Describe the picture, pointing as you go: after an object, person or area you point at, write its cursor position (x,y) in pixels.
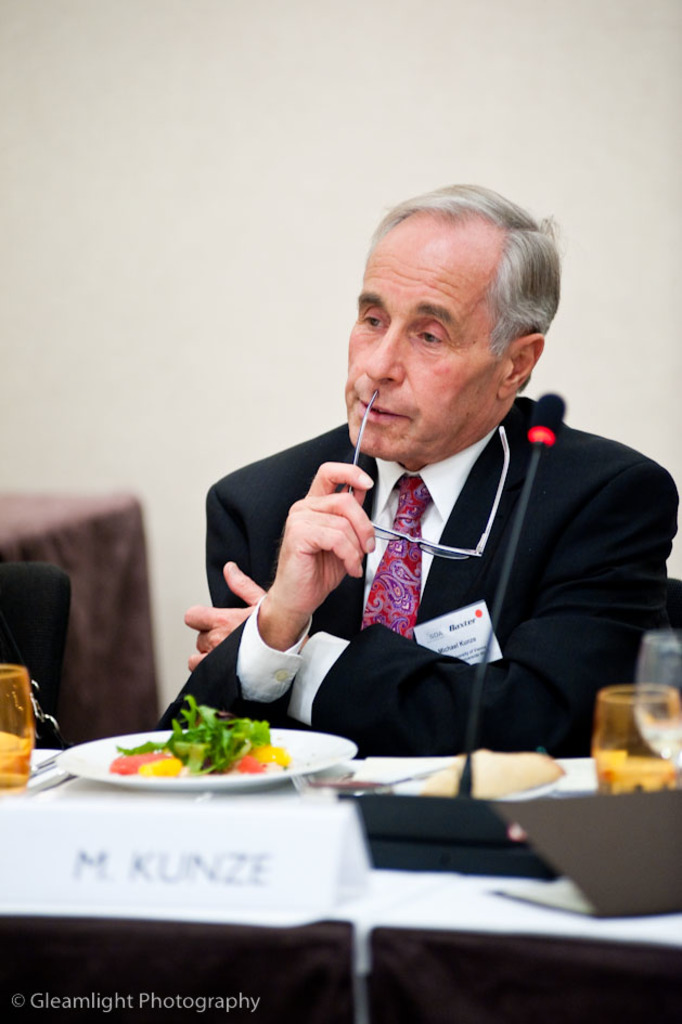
In this image I can see a man (570,623) and he is holding a specs (379,533). Here on this table (184,798) I can see few glasses (664,702), mic (563,398) and food (132,752) in plate (116,740).
